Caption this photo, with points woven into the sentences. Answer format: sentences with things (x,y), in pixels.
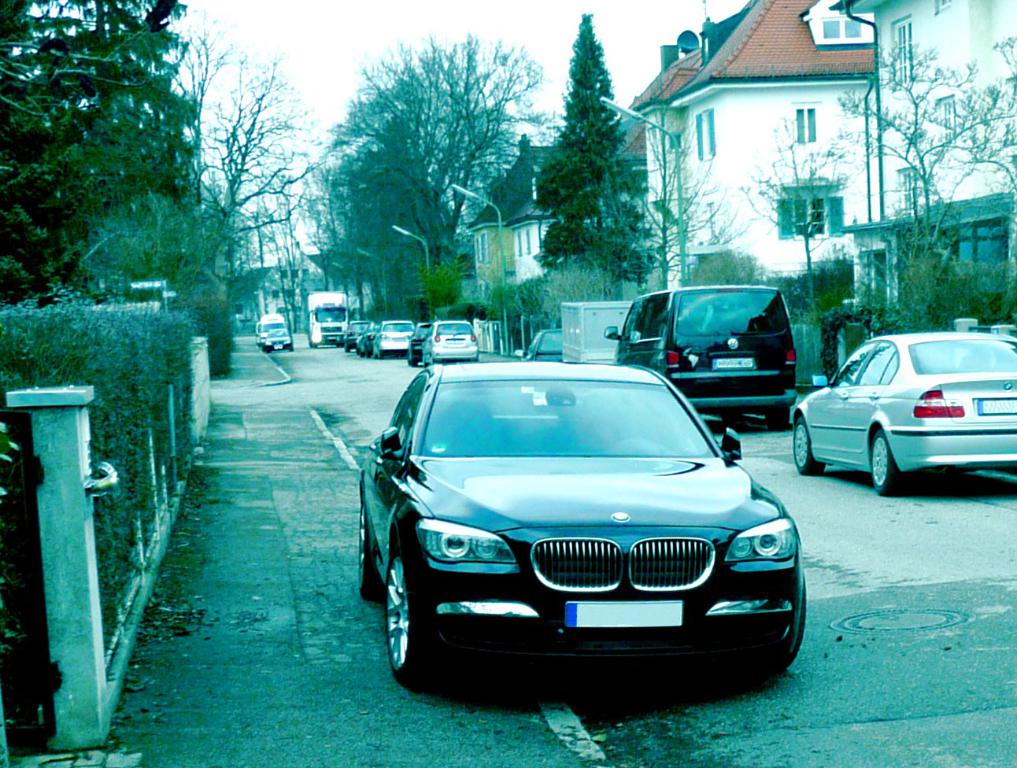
In this image we can see there are buildings (738,129), in front of the building (863,142) there are vehicles (580,426) on the road (495,357). And there are street lights (483,200), trees (492,175) and the sky (292,57).
